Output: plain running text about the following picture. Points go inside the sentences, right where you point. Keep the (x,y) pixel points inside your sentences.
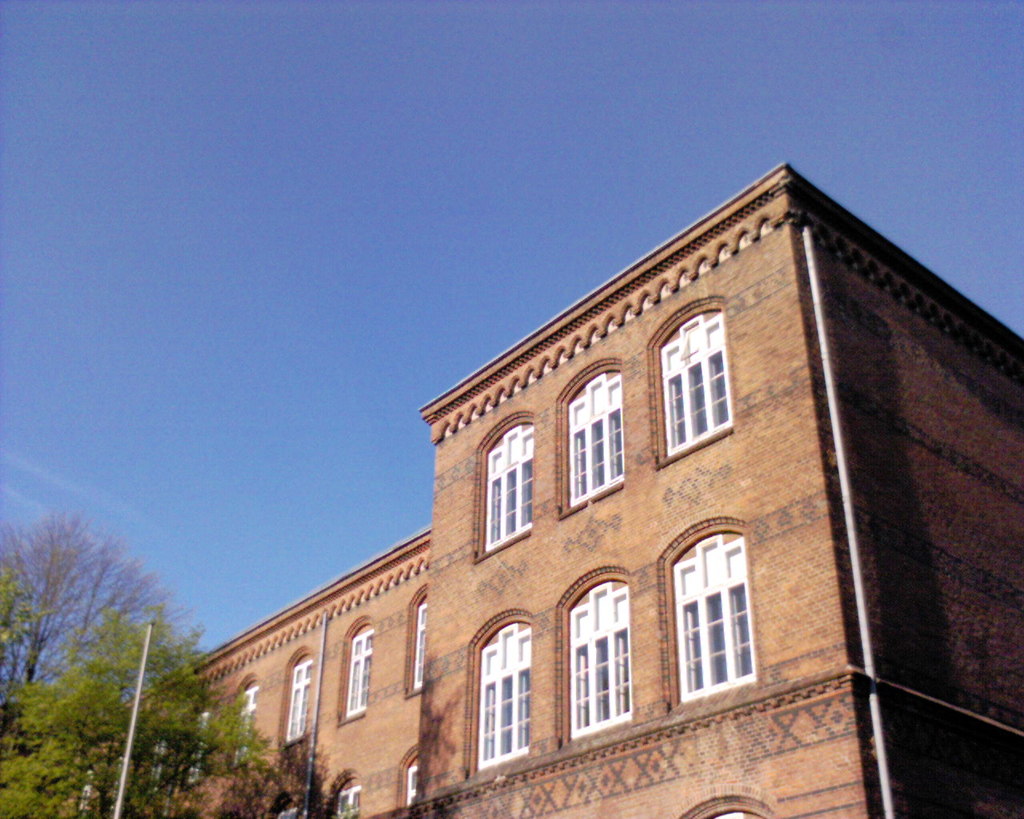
In this image I can see the building (405,765) in brown color, trees (143,705) in green color, a pole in white color. I can also see few glass windows (737,540), background (465,58) the sky (237,167) is in blue color.
